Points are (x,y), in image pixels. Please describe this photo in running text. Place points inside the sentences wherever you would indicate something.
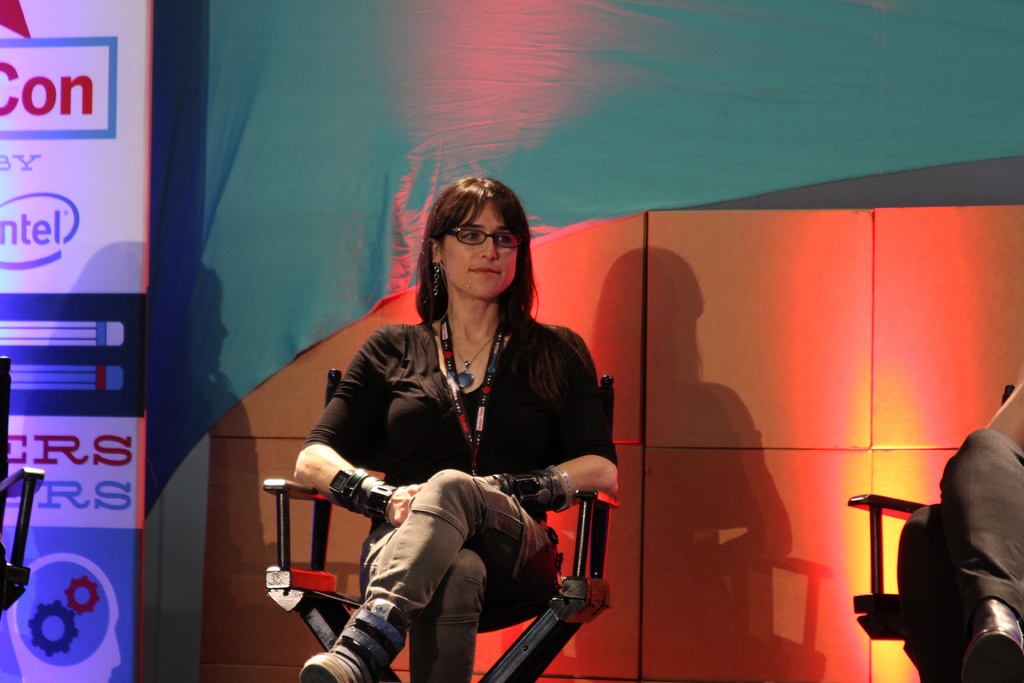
In the center of the image (485,403) we can see one person (547,501) is sitting on the chair (575,494) and she is smiling and she is in a different costume (447,463). And we can see she is wearing glasses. On the right side of the image (1015,553), we can see one person (1009,564) is sitting on the chair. On the left side of the image (34,481), we can see some object (17,473). In the background (11,526) there is a wall (845,311) with lights (872,427), one banner (19,439) and curtain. On the banner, we can see some text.
